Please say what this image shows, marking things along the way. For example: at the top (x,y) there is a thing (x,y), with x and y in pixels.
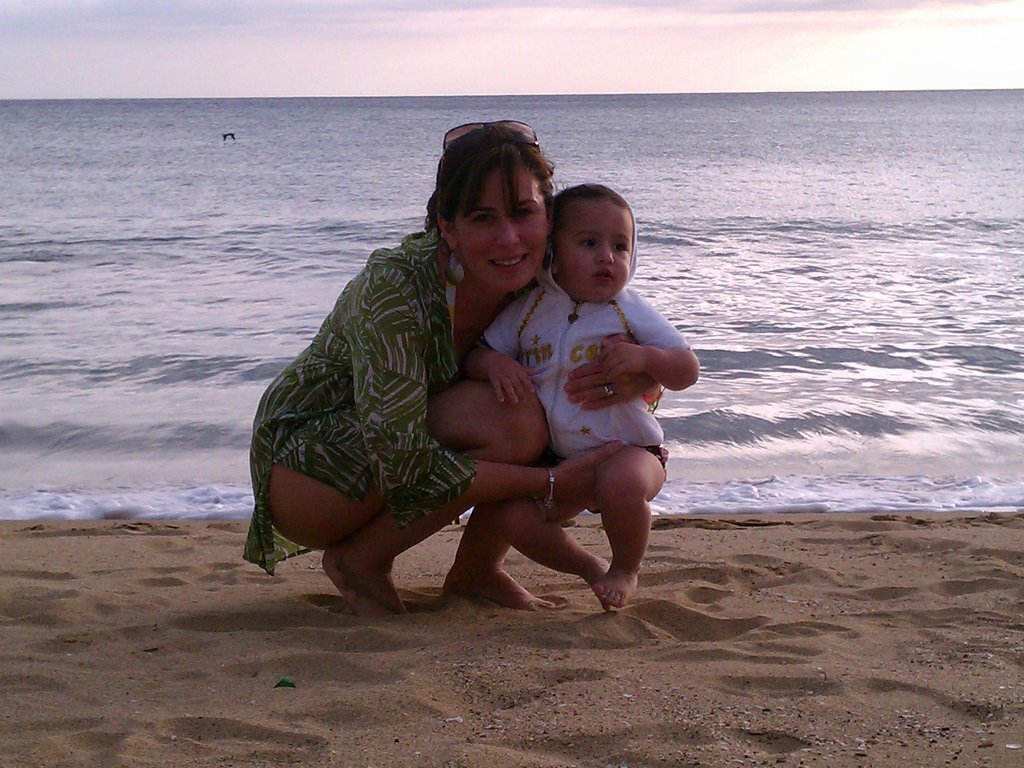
This image is taken outdoors. At the top of the image (172,43) there is the sky (663,31) with clouds (779,40). At the bottom of the image (529,697) there is a ground (169,627). In the background (802,311) there is the sea (224,292). In the middle of the image (516,421) there is a woman (513,425) in a squatting position and she is holding a baby (521,393) in her hands (572,499).
